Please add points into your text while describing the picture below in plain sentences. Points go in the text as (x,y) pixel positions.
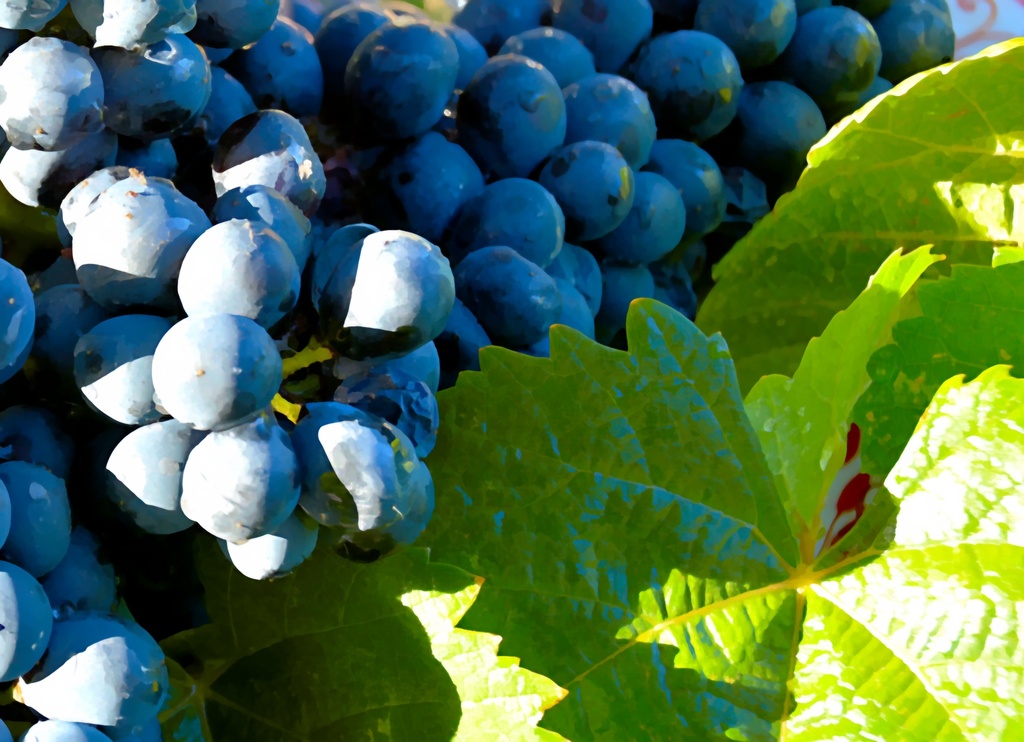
In this image, we can see some grapes (469,283) and leaves (646,453).
